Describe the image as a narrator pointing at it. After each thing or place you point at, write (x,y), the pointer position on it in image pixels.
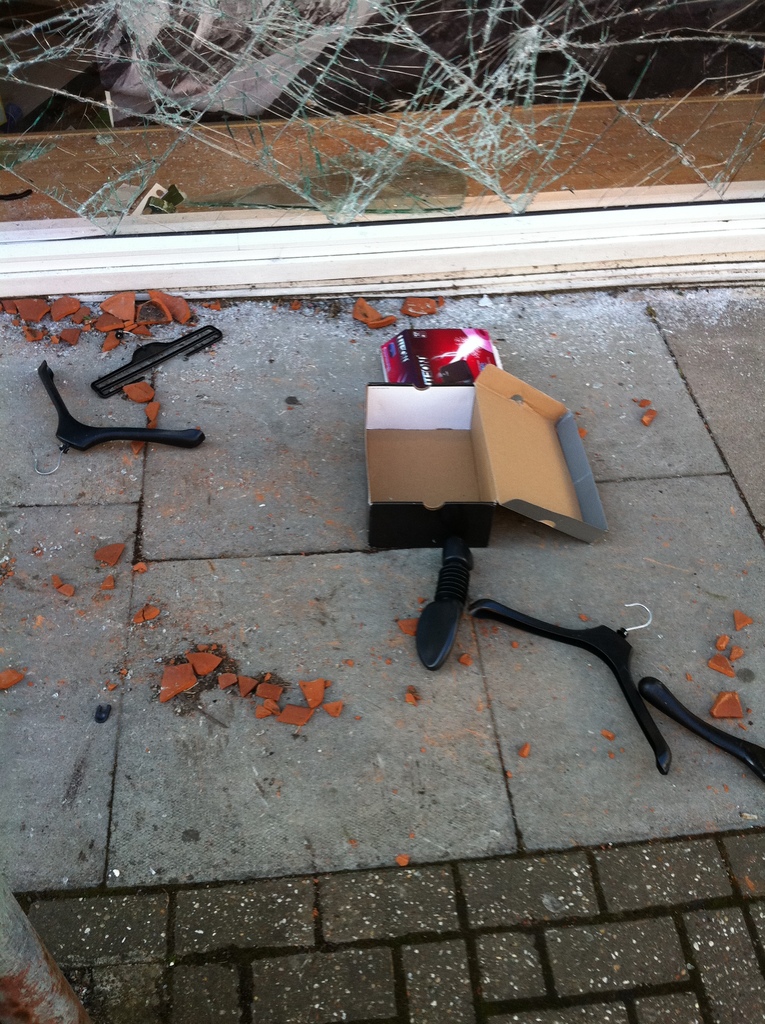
In this image, we can see boxes (387,521), hangers (191,433), broken pot pieces (148,414) on the road (373,763). In the background (293,80), there is a broken glass (281,72).
